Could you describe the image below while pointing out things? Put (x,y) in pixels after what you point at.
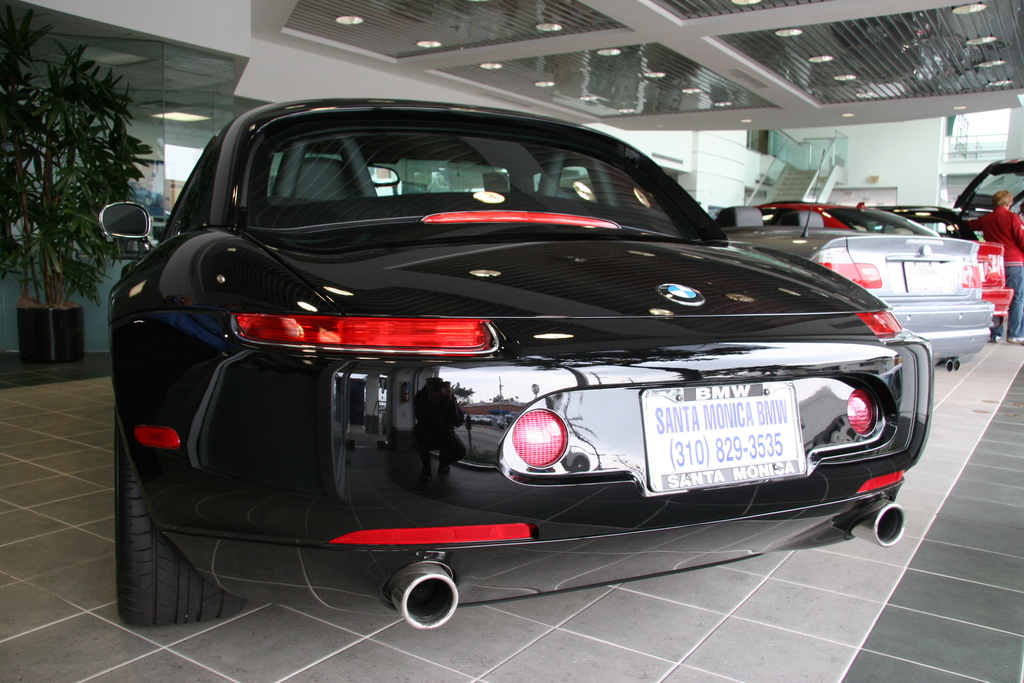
In this image there are a few vehicles (521,183) on the floor (993,410) and there is a person (1009,264) standing. On the left side of the image (57,293) there is a tree (67,201). At the top of the image (500,39) there is a ceiling (659,52) and in the background (798,169) there are stairs (785,176) and a wall (903,158) of a building (885,158).
